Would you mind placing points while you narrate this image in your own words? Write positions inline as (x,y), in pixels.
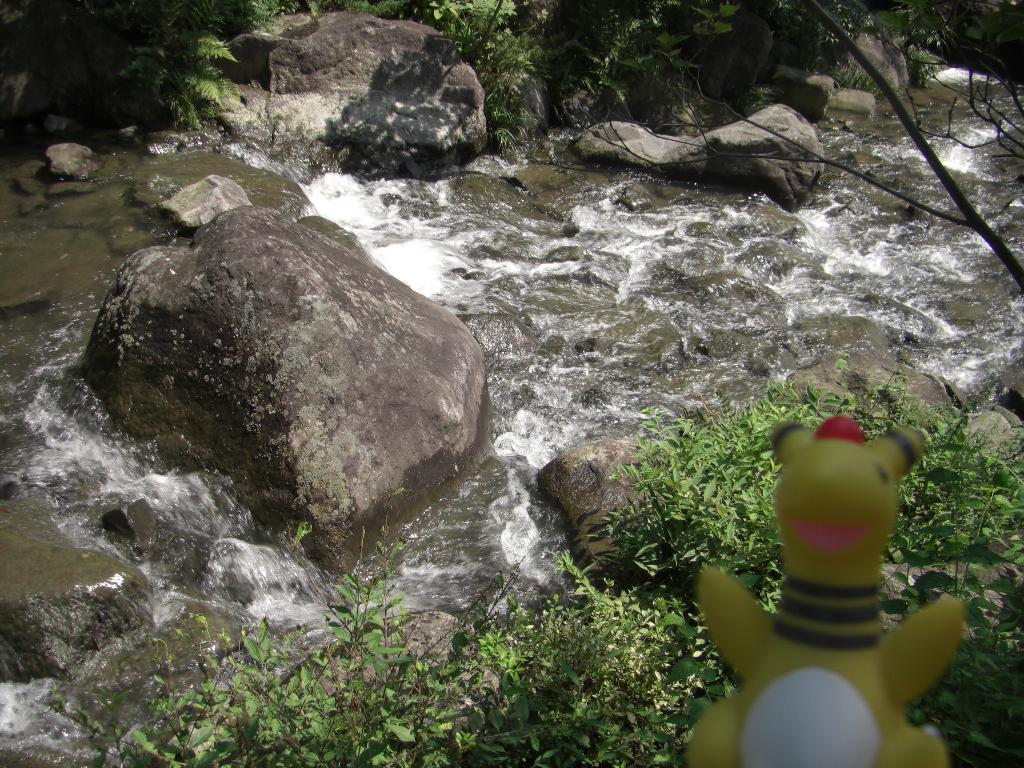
In the right bottom of the picture (802,647), we see a toy (795,438) in yellow color. Beside that, there are plants (601,612). In the middle of the picture (607,363), we see water (384,209) flowing. We even see the rocks (328,32). There are trees (578,28) in the background (822,47).
